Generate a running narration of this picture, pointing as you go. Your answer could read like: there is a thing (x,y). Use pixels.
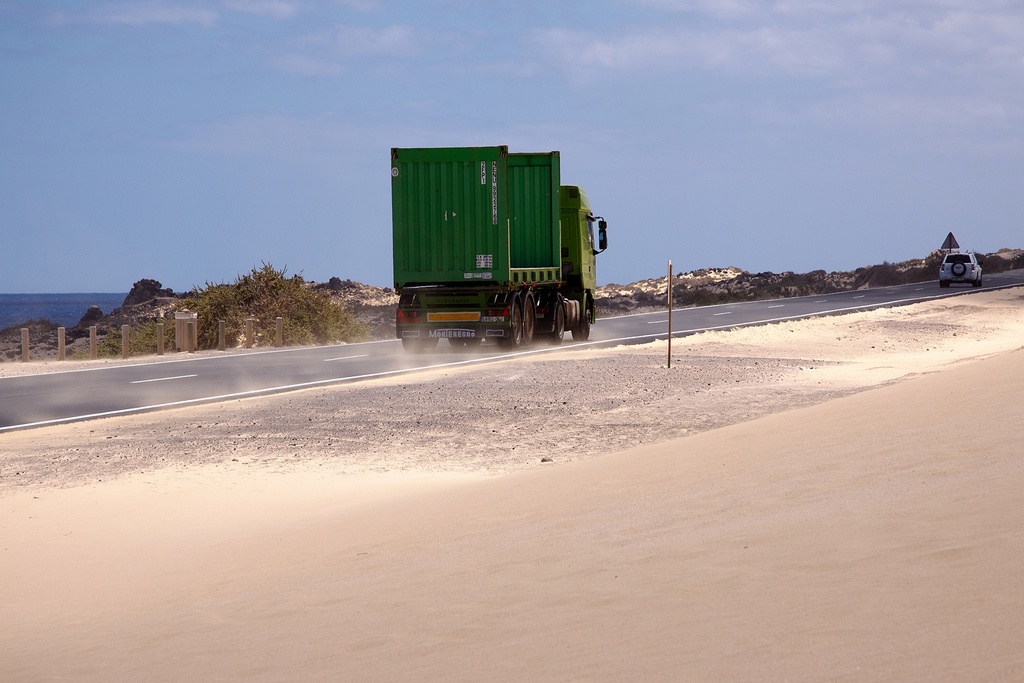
In this image at the bottom (250,482) there is a road (25,400) and sand (474,455), and in the center (564,271) there is one vehicle (492,286). In the background (166,314) there are some mountains (893,275), on the right side (966,273) there is one vehicle (959,256). On the top of the image (535,82) there is sky (769,50).
